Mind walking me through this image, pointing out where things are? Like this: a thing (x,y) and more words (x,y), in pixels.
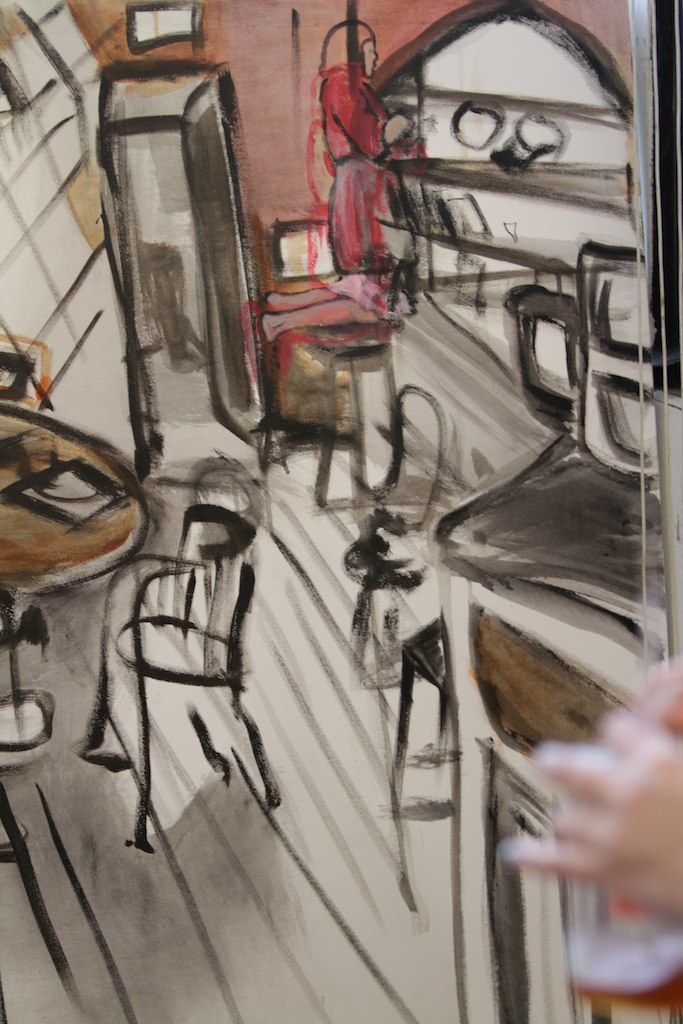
In this picture we can see drawing (344,313) of a person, chairs (237,661), table (61,550) and objects (237,271).
